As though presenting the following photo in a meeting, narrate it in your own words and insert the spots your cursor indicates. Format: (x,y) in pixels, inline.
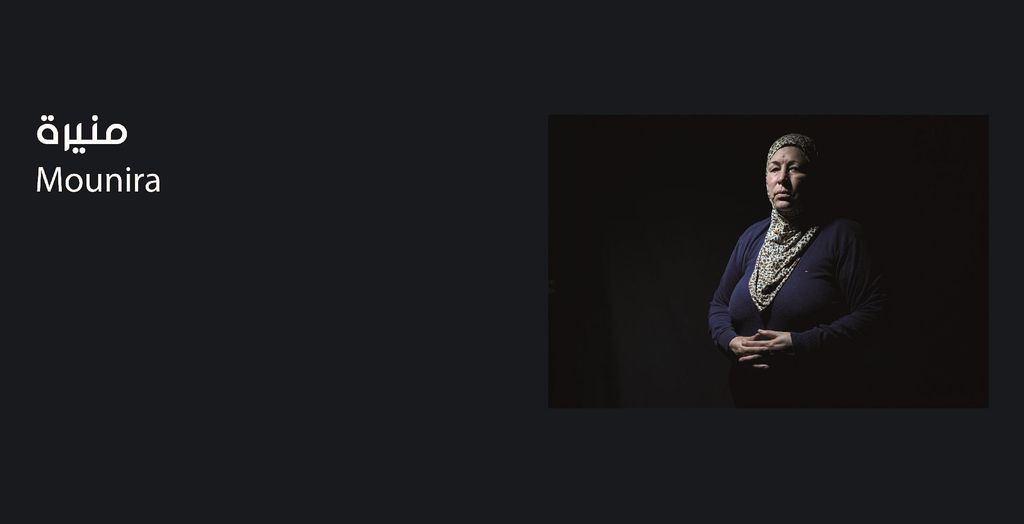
In the foreground of this poster, there is a woman (772,318) in blue colored dress (772,317) on the right side of the image (799,301) and her name (90,136) on the left side of the poster.
